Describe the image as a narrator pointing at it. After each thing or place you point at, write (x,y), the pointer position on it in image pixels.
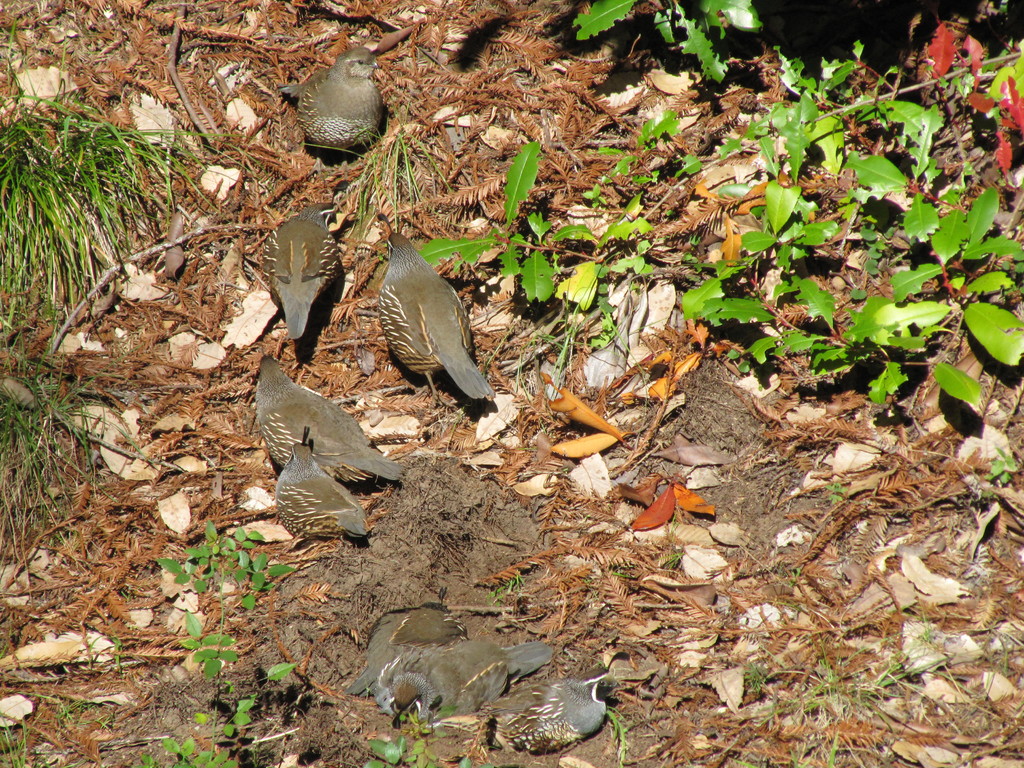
In this image in the center (342,323) there are birds (308,279) and on the ground (612,484) there are dry leaves (602,356) and there are plants (859,214).
